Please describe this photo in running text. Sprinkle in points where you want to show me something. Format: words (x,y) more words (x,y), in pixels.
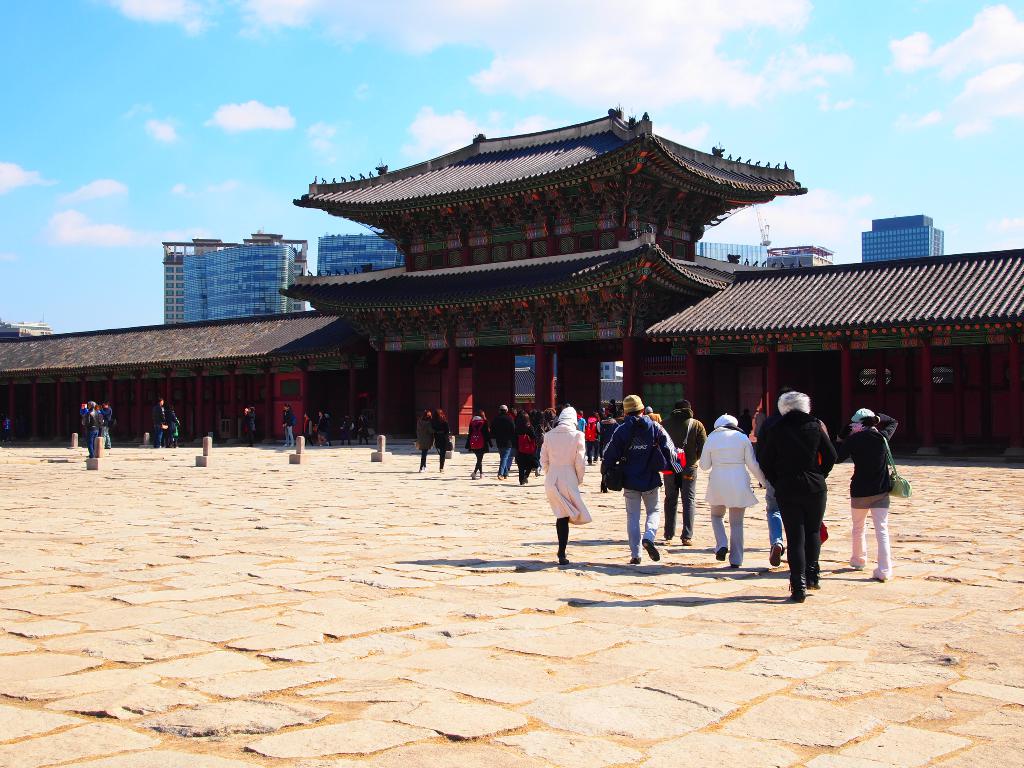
In this image, we can see buildings (350,282) and there are people (506,424), some are wearing coats (677,425) and bags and we can see poles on the road (363,588). At the top (355,114), there are clouds (689,31) in the sky (445,66).
